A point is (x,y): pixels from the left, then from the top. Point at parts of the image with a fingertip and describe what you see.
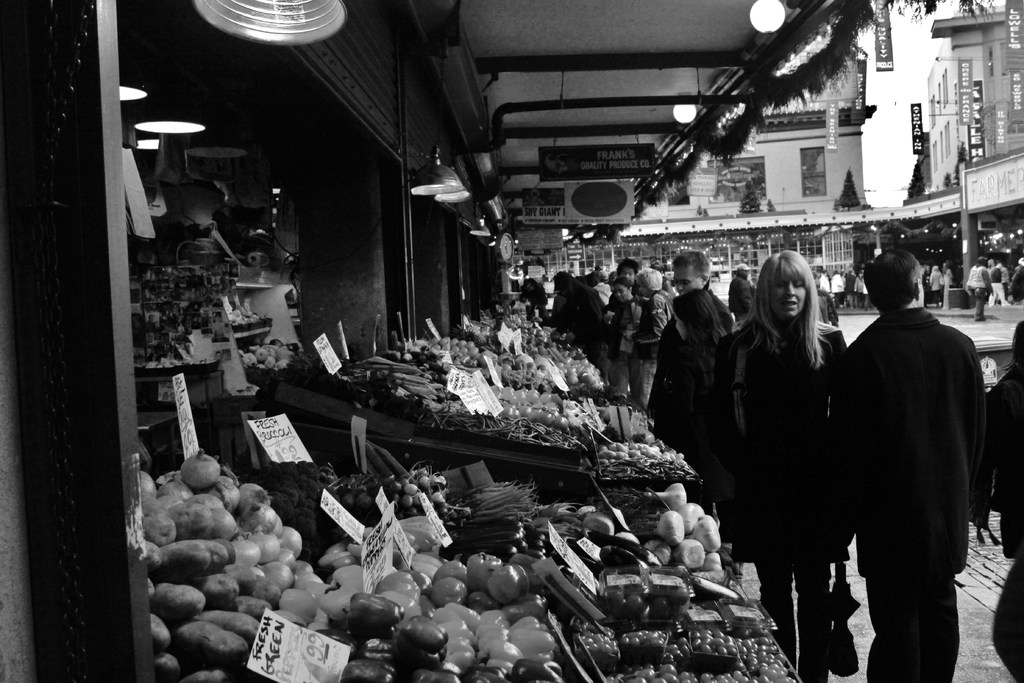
In this image, we can see few shops (1005,247). Here we can see eatable things (657,630), vegetables (451,520), name boards (333,674). Right side of the image (856,436), we can see a group of people (745,370) are standing. Few are holding some objects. Top of the image (630,215), we can see few buildings (846,148), banners (834,140), hoardings (571,201) and lights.
